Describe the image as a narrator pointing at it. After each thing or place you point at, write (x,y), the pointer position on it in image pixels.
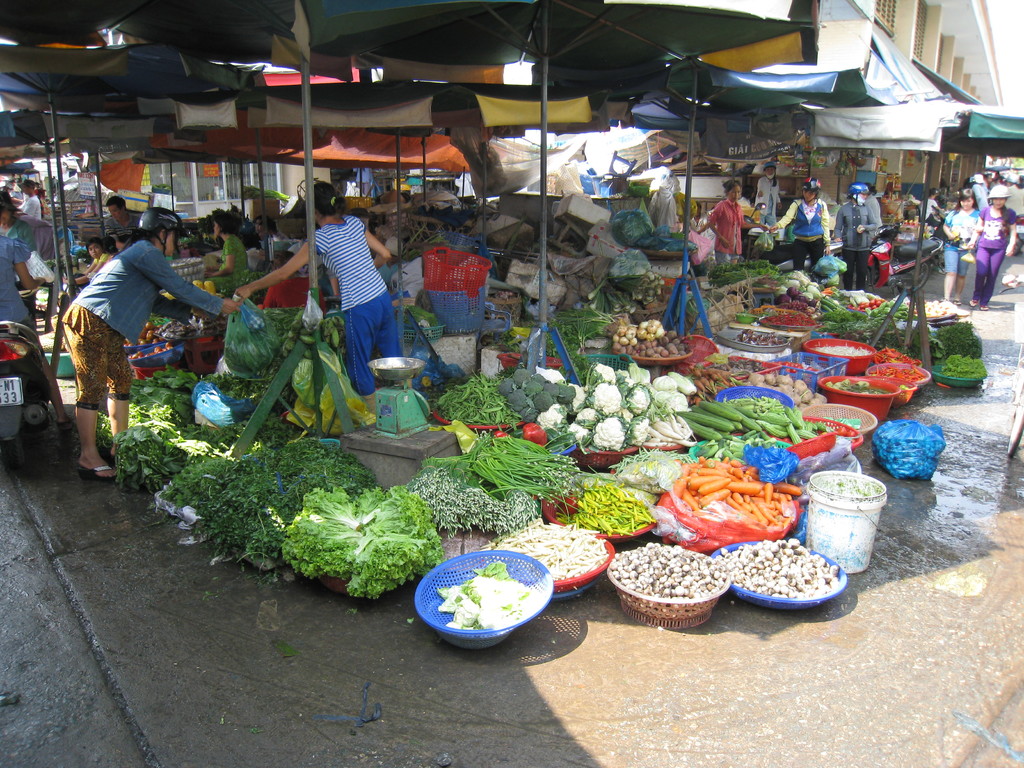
Picture of a vegetable market. Here we can see tents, building (891,5), people (215,222), poles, vegetables (564,473), baskets (521,571), bucket (811,499), motor bike (11,399) and things (240,352).
